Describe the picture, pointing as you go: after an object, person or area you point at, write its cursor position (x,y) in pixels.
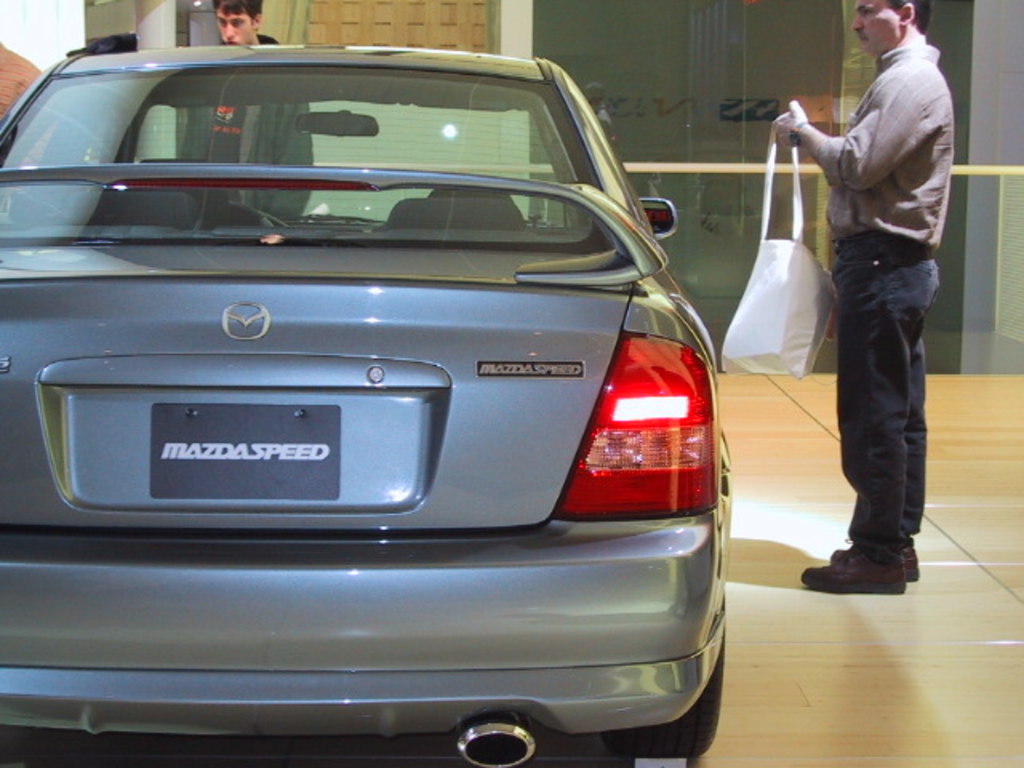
In this image there is a car (345,345) at left side of this image (341,340). There is one person (865,242) standing at right side of this image (877,322) is holding a bag (796,289), and there is one another person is at top left side of this image (252,140), and there is a building (609,84) in the background (628,135).
